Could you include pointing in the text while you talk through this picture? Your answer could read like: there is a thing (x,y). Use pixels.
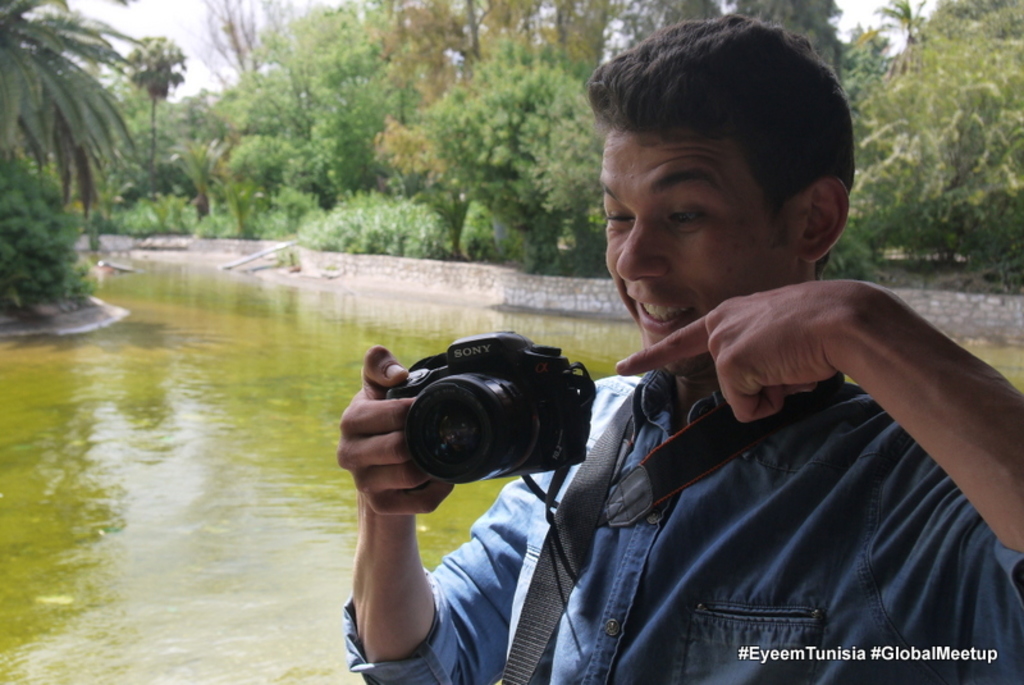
In this image a person (801,46) is at right side (931,522) holding a camera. Background (164,627) there is water (78,340), few trees (976,154). Water mark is written at the right side (866,647) as Eyeem Tunisia global meetup.
